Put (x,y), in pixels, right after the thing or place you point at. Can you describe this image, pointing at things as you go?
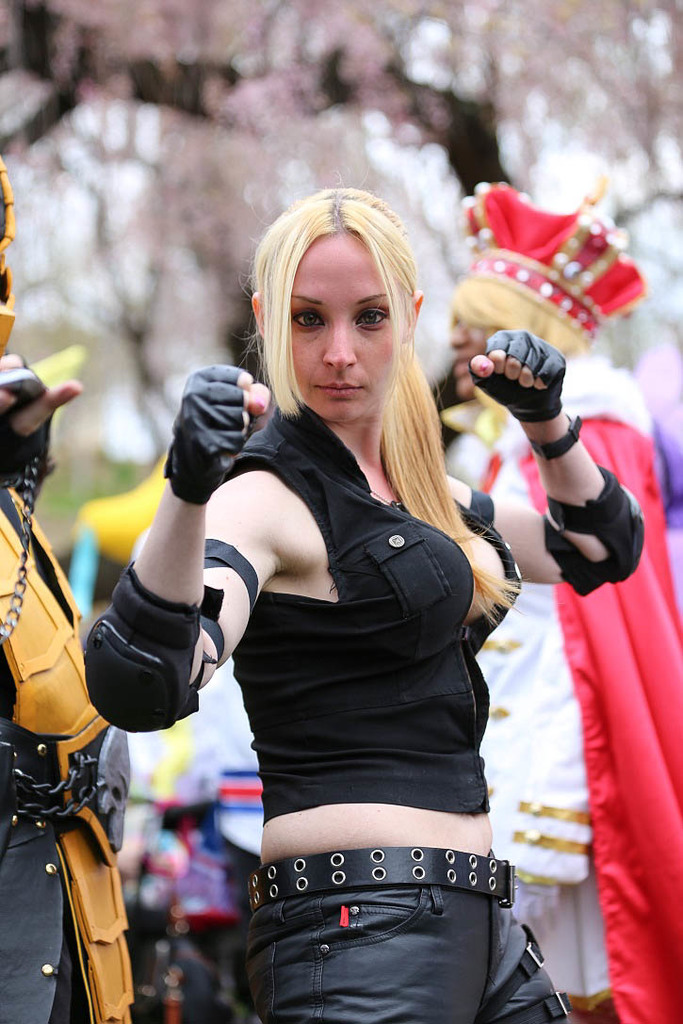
In this image we can see a few people (385,431) in costumes (490,475), behind them, we can see a tree (284,204) and a few flowers (239,250).
